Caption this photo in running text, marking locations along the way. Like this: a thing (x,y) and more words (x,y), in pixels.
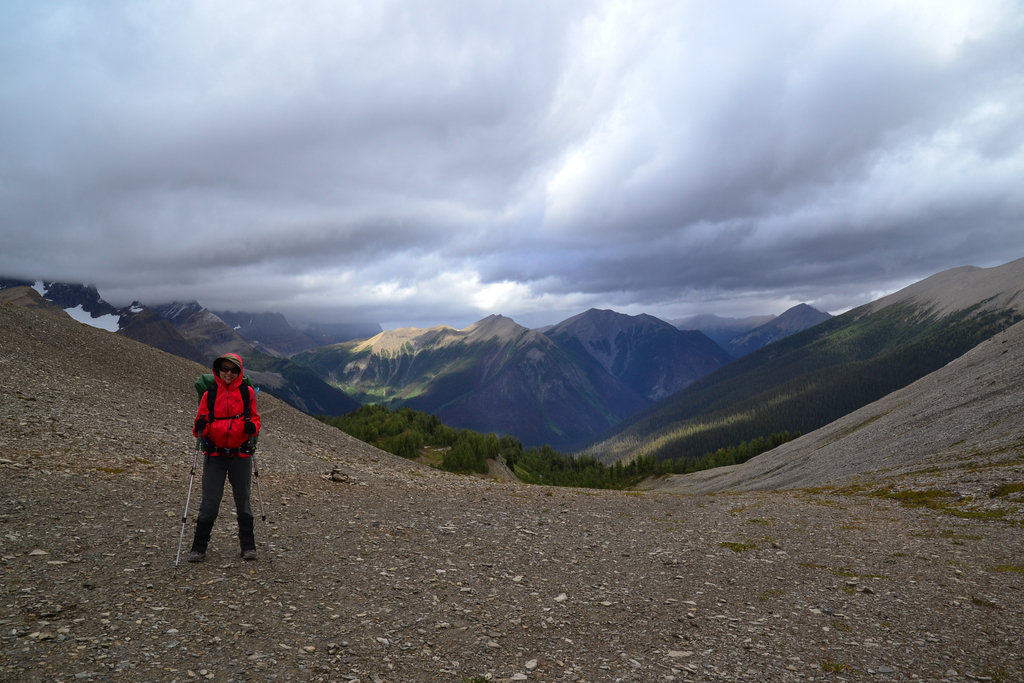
In this image, we can see a person (214,516) is standing, wearing a backpack (249,446) and goggles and holding sticks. Background (1000,362) we can see few mountains (498,409), trees (619,447) and cloudy sky (455,192).
